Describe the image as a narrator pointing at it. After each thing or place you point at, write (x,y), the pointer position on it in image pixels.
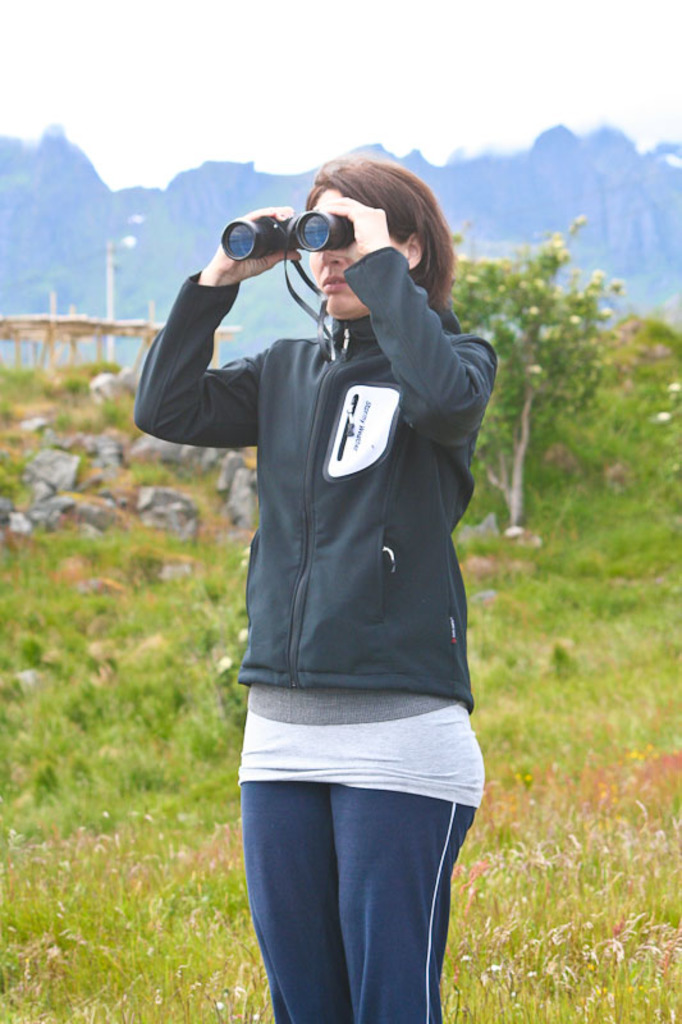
In this image I see a woman (325,421) who is wearing jacket (329,487) and I see that she is holding binoculars (281,228) near to her eyes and in the background (65,603) I see the grass (86,561), stones (50,502) and the plants (486,301) and I see the mountains (492,168) over here and I see the sky (298,56).
